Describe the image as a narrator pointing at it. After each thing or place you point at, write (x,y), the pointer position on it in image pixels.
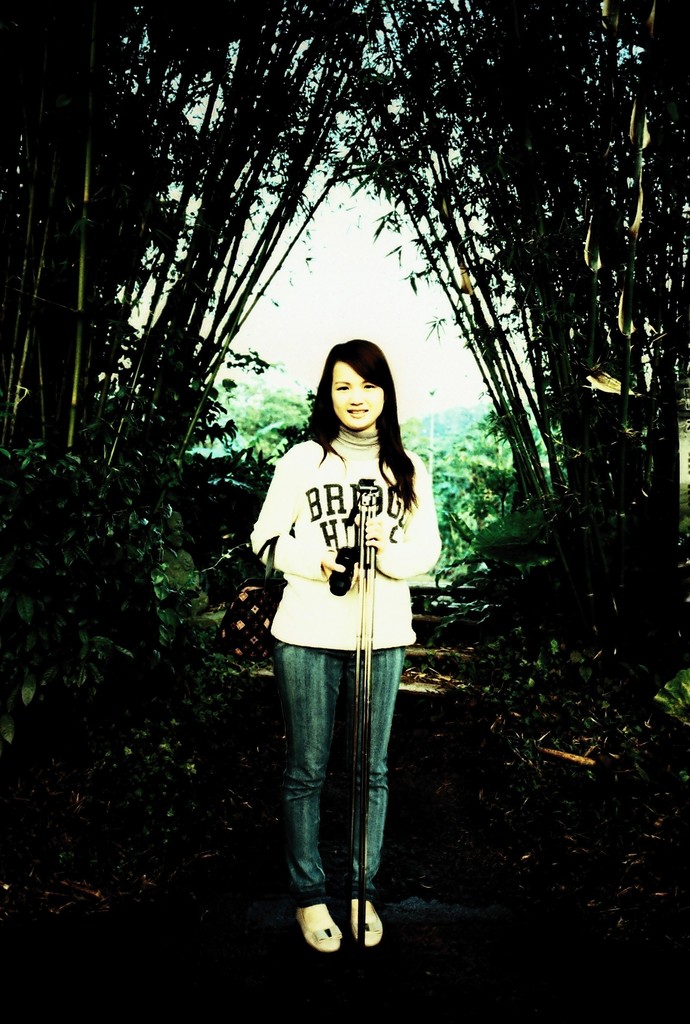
This image is taken outdoors. This image is an edit image. In the background (211,173) there are many trees (447,426) and plants (585,609) with leaves (266,416), stems (260,51) and branches (250,55). There is the sky (376,323). At the bottom of the image (418,925) there is a ground (413,779). In the middle of the image (310,680) a girl (294,558) is standing on the ground (391,938) and she is holding an object (350,562) in her hands (322,564).
